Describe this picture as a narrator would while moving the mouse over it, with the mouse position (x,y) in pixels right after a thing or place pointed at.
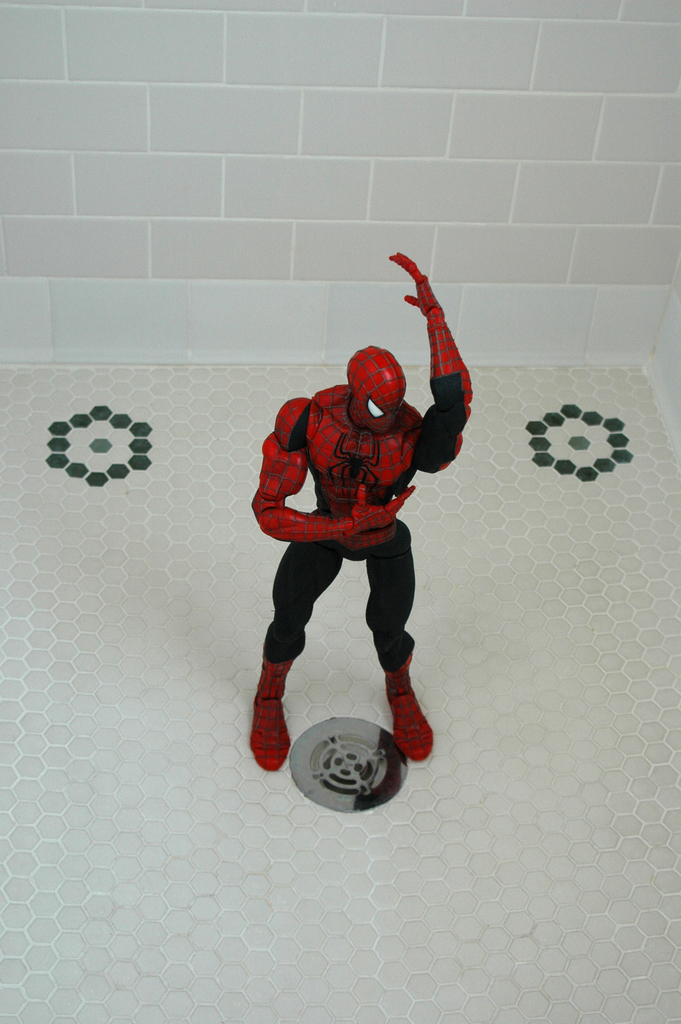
In this image, we can see a red and black color spider man statue (404,607), in the background (502,206) there is a white color brick wall (333,182).
